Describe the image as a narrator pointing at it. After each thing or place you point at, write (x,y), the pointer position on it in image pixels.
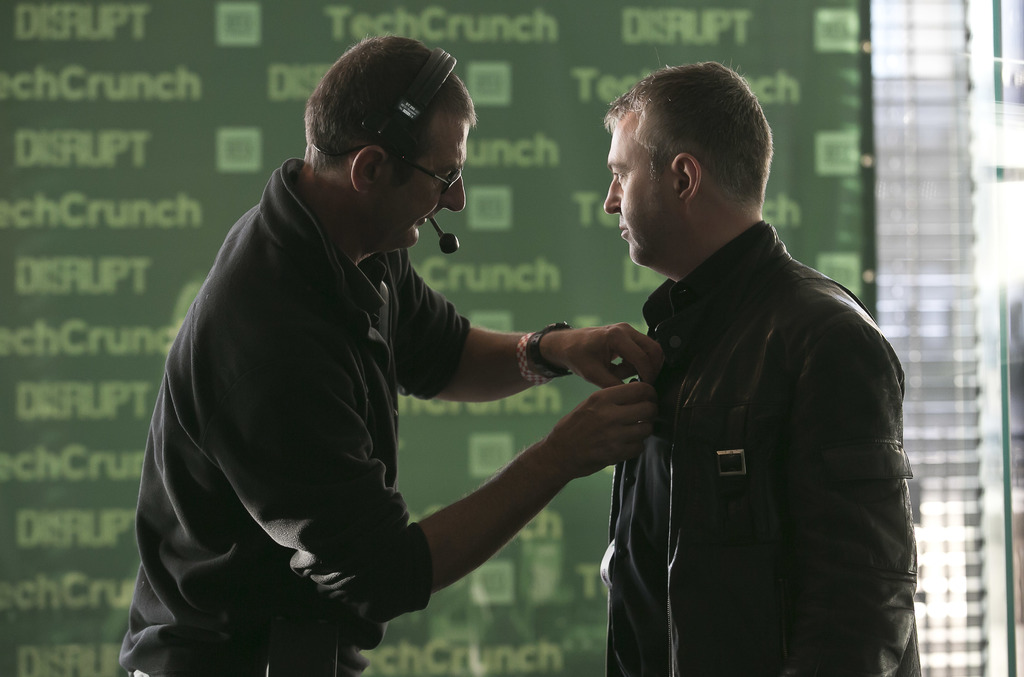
In this image, we can see persons (361,392) wearing clothes (760,399) in front of sponsor board (60,460).
